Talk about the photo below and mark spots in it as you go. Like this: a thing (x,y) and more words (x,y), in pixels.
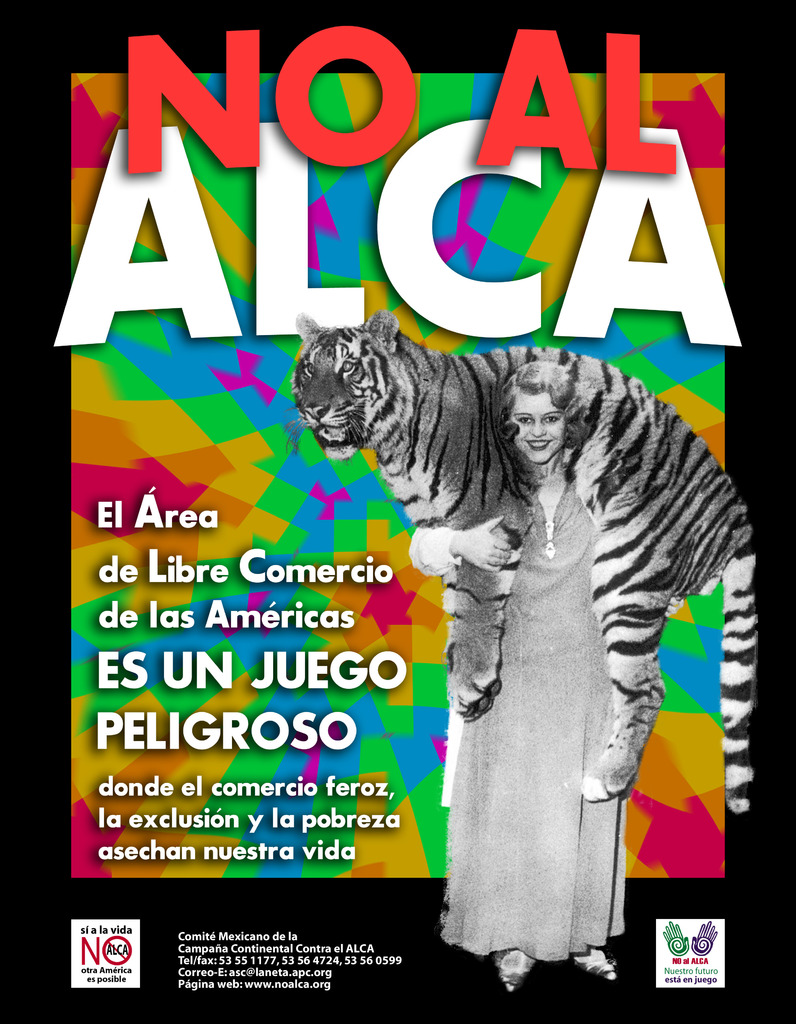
In this image, we can see a poster (385,565) with some images (441,390) and text (294,934) printed.
